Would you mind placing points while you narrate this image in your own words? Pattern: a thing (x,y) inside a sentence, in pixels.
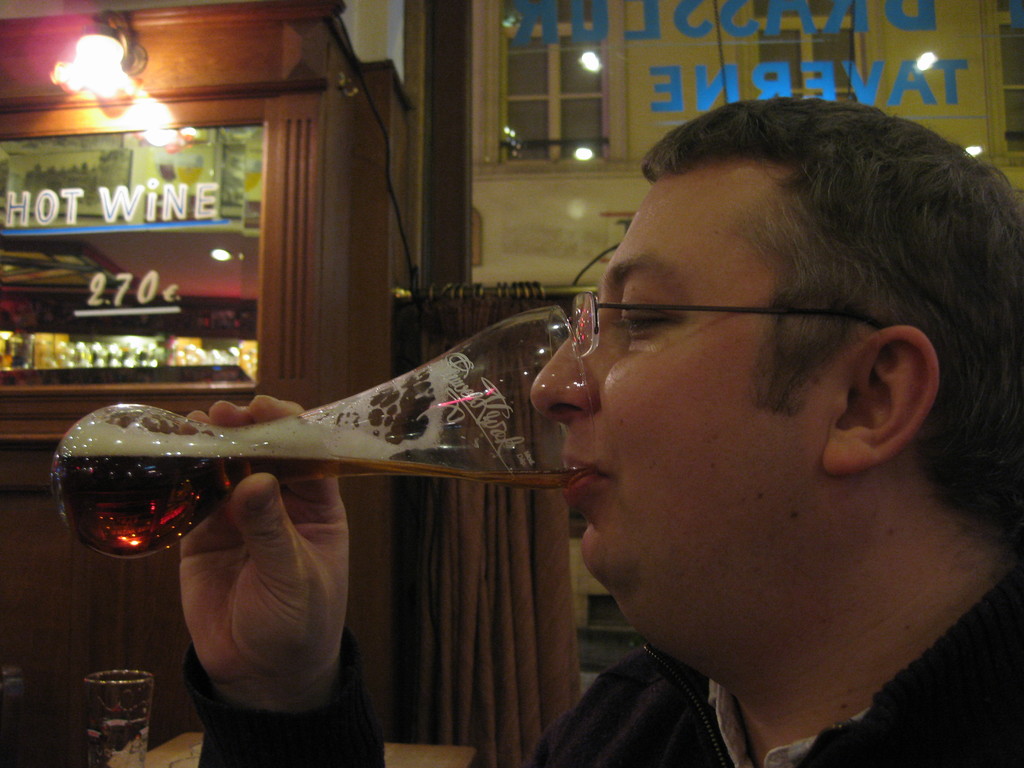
In this Image I see man (723,729) who is holding the glass (551,421) and I see that the glass (586,430) is near his mouth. In the background (542,520) I see a shop (21,119), curtain (550,635), glass (777,6) and the light (139,84).
